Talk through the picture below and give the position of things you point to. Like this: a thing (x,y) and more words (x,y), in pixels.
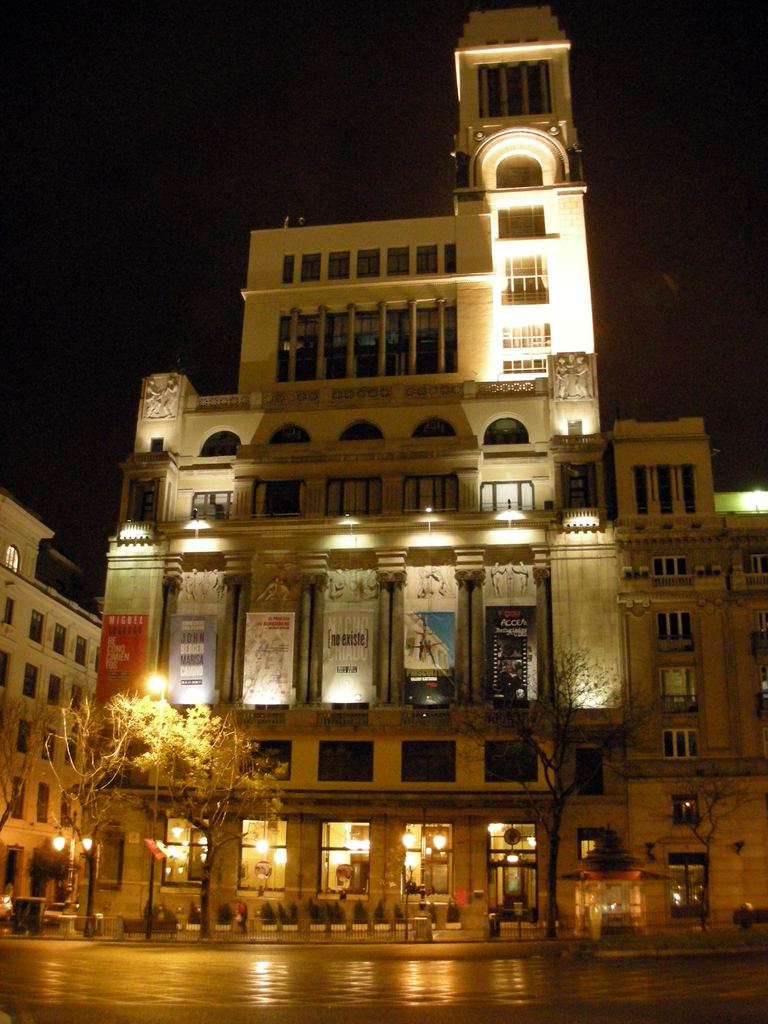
Here in this picture we can see buildings (43,685) present all over there and we can see windows (578,791) on the buildings (343,712) here and there and we can see doors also present and in the front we can see light posts (62,844) present on the road (415,945) here and there and we can see trees (187,774) also present here and there.
